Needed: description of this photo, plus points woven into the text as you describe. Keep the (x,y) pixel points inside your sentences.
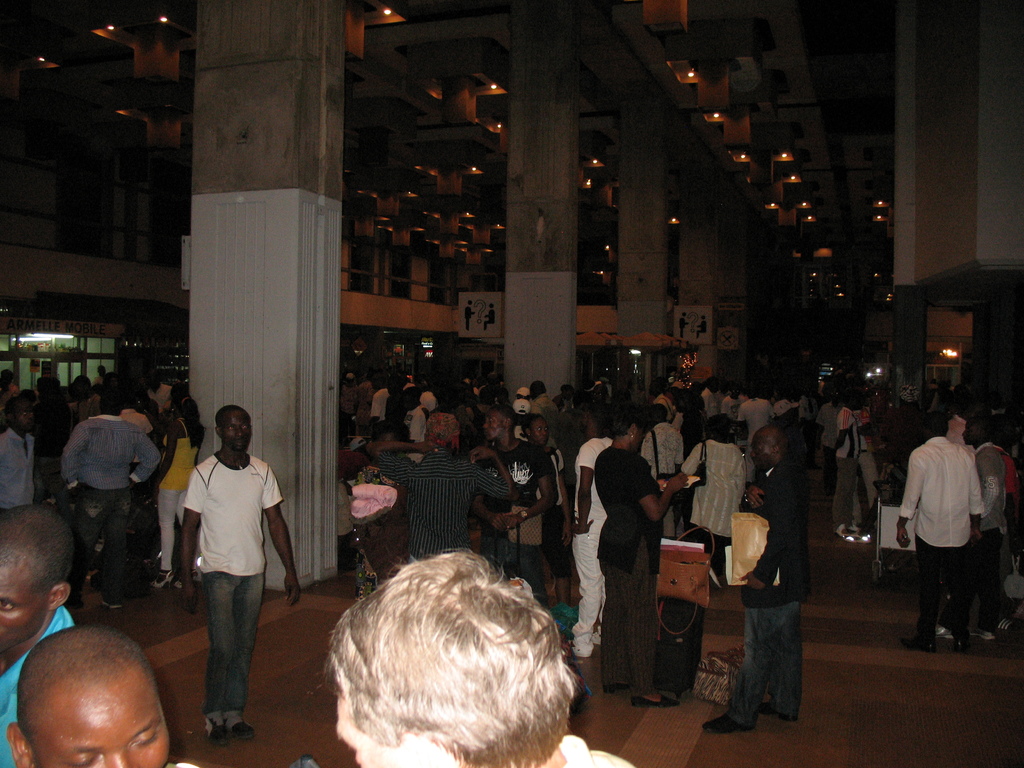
Here there are few people (420,473) standing and few are walking on the floor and we can see luggage bags (683,628) and few are carrying bags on their shoulder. On the roof top (360,138) we can see lights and on the left (59,353) we can see a store (37,356) and glass doors (30,377).
